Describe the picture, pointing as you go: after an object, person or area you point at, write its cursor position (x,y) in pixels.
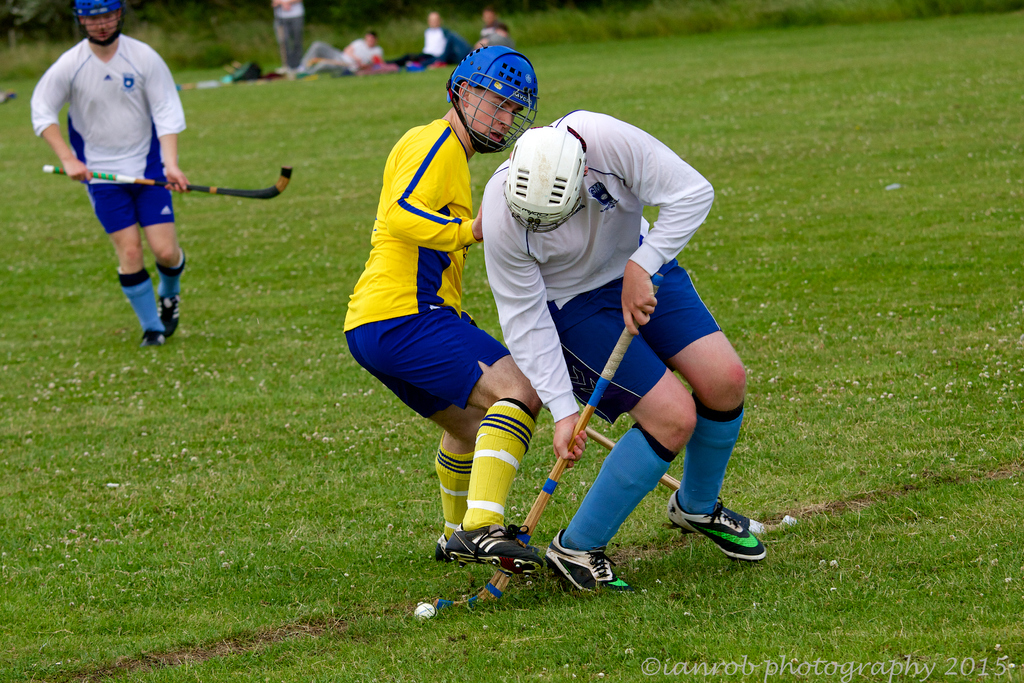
In this picture there are two people (703,515) in the center of the image (488,254), by holding bats (537,521) in their hands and there are other people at the top side of the image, there is another person (143,314) on the left side of the image (147,186), by holding bat (275,193) in his hand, there is grass land (724,10) around the area of the image.
